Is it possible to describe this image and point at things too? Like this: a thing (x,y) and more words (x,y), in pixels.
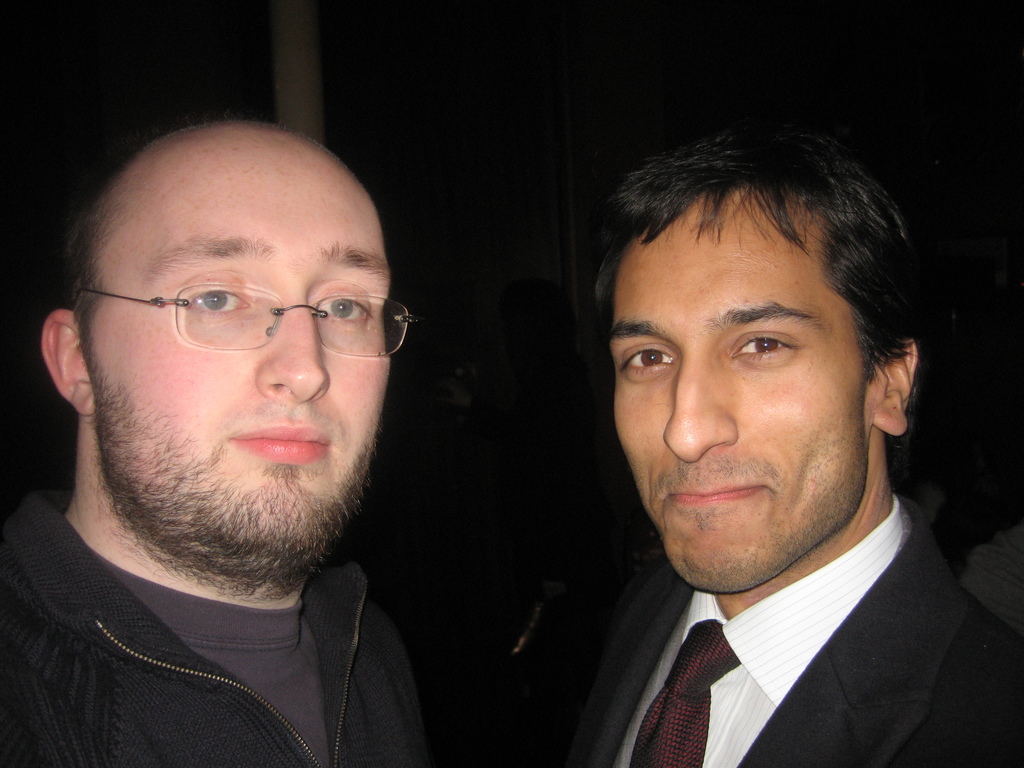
In this image I can see a person (181,571) wearing black colored coat (402,684) and spectacles (214,332) and another person (847,645) wearing white shirt (783,663) and black blazer (821,661). I can see the dark background (966,127).
